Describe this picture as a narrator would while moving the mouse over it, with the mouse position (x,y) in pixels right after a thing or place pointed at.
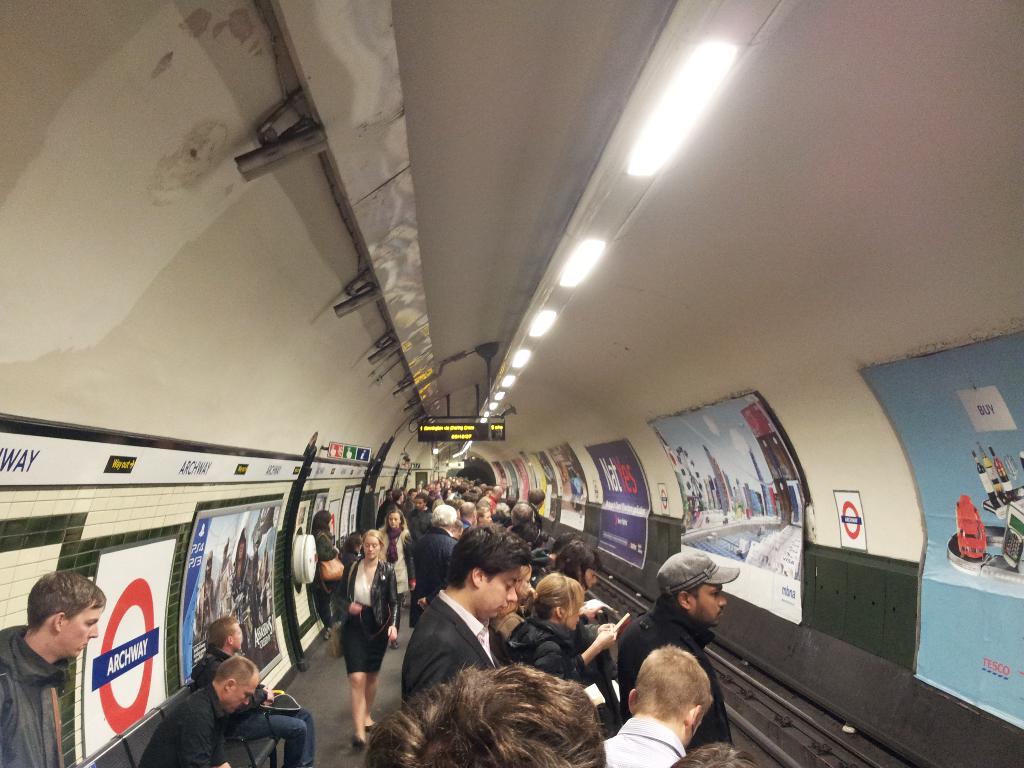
In this picture we can see people (580,599), posters (1012,688), boards (56,464), mesh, and screen (447,432). Here we can see the lights (716,86).
